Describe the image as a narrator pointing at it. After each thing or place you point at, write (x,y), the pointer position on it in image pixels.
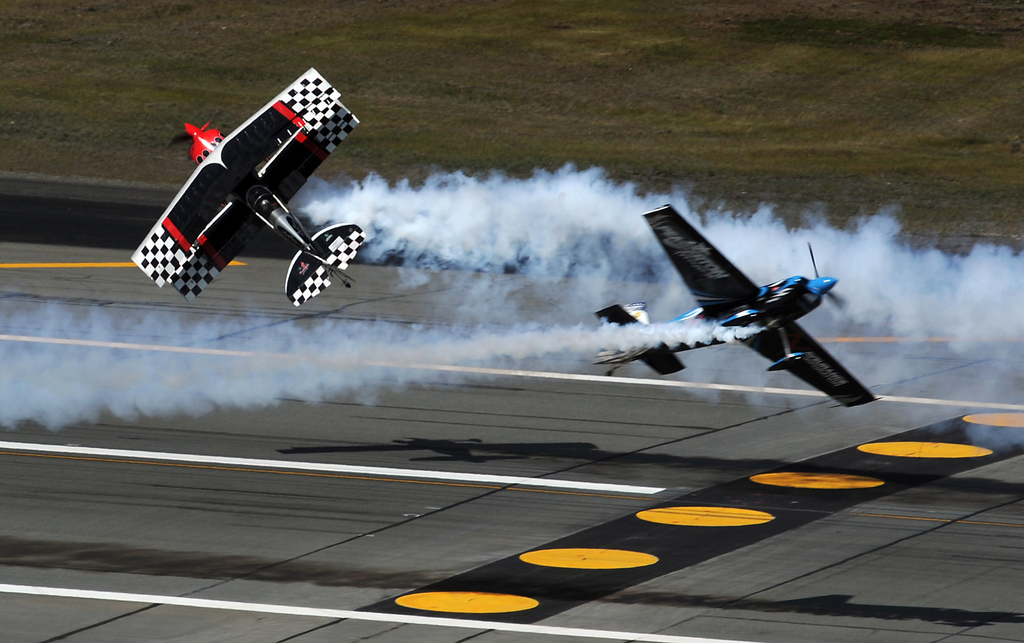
In this image we can see two air crafts (217,236) which are of blue and red color flying in the air (524,314) releasing some smoke (422,348), at the bottom of the image (290,464) there is runway (373,451) and at the background of the image (425,117) there is open land (720,57).
